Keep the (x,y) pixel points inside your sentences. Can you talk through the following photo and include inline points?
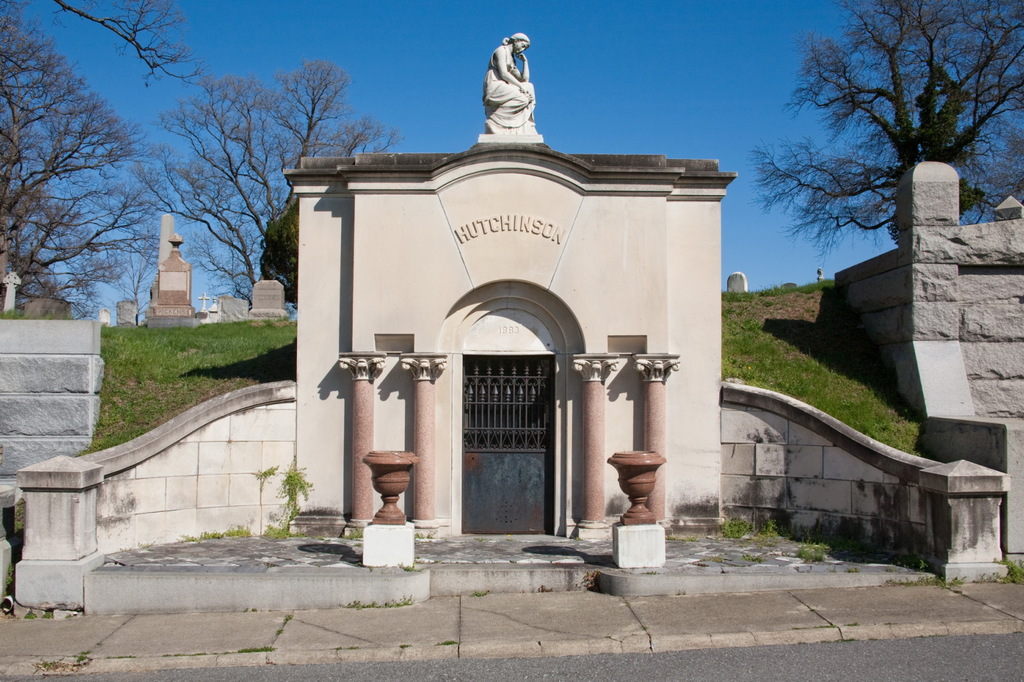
In this picture we can see the footpath (198,638), walls (959,431), pots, door (527,477), statue (489,79), grass (187,335), graves (153,307), trees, some objects (604,380) and in the background (254,39) we can see the sky (296,42).
